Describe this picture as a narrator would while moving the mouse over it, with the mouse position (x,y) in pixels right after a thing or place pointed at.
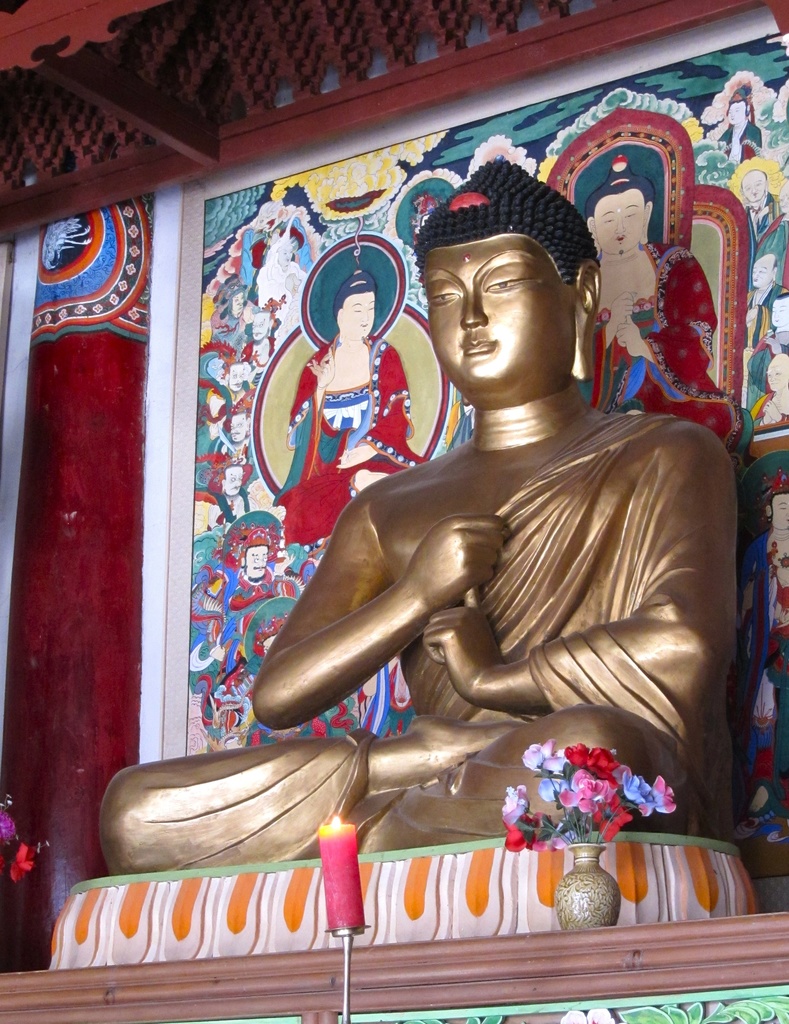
In this picture we can observe a statue of Buddha (458,583) which is in gold color. We can observe a flower vase (573,871) and pink color candle (341,887) in front of the statue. In the background (255,305) we can observe paintings of Buddha (353,362) on the wall (617,300).
